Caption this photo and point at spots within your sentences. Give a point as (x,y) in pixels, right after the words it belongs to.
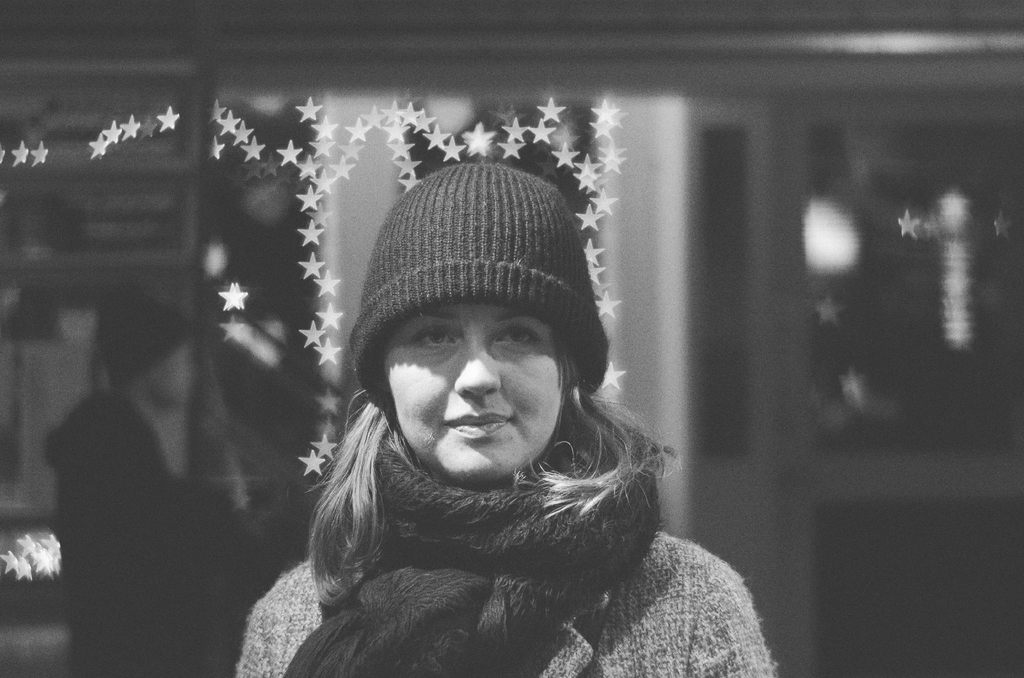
In this image we can see a lady person (664,633) wearing grey color sweater (630,631), black color cap (547,247) and scarf (529,572).
